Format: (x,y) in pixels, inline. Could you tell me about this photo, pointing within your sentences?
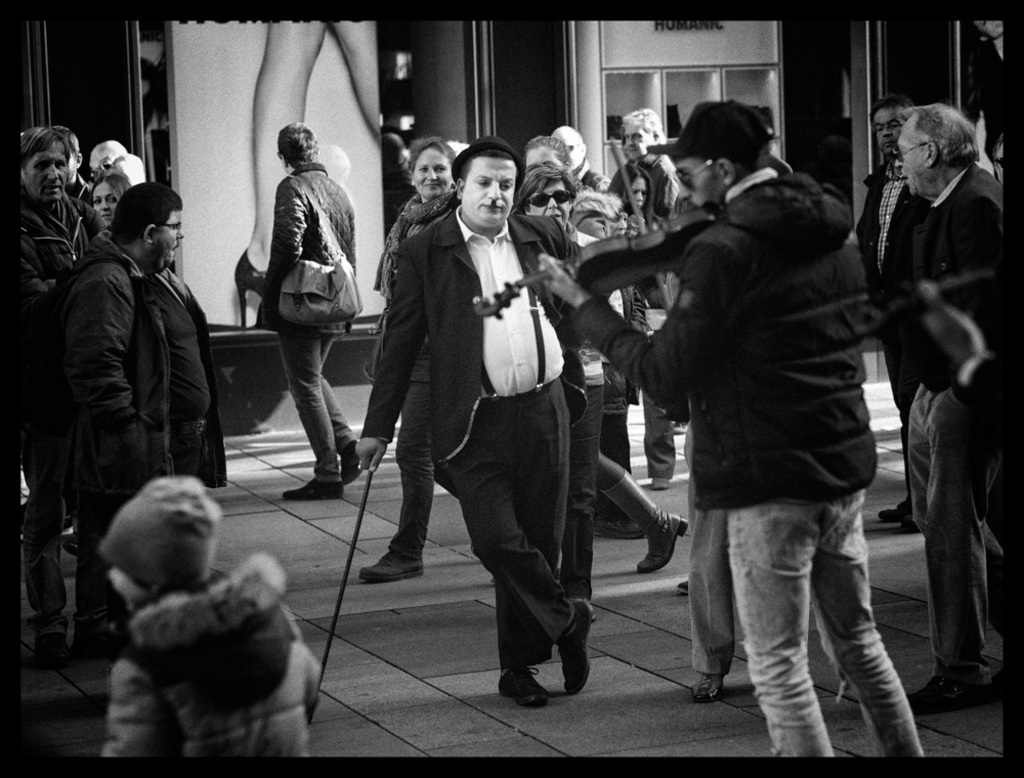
It is a black and white image. In this image we can see people (468,166). We can see a man (501,267) wearing the face painting (482,172) and holding the stick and standing on the path (655,650). We can also see another man (745,247) playing the violin (646,246). In the background (338,99) we can see the hoarding (291,75) with woman legs (290,100) and also the heel (246,281). We can also see the rack (684,94) and the image has borders (452,9).
